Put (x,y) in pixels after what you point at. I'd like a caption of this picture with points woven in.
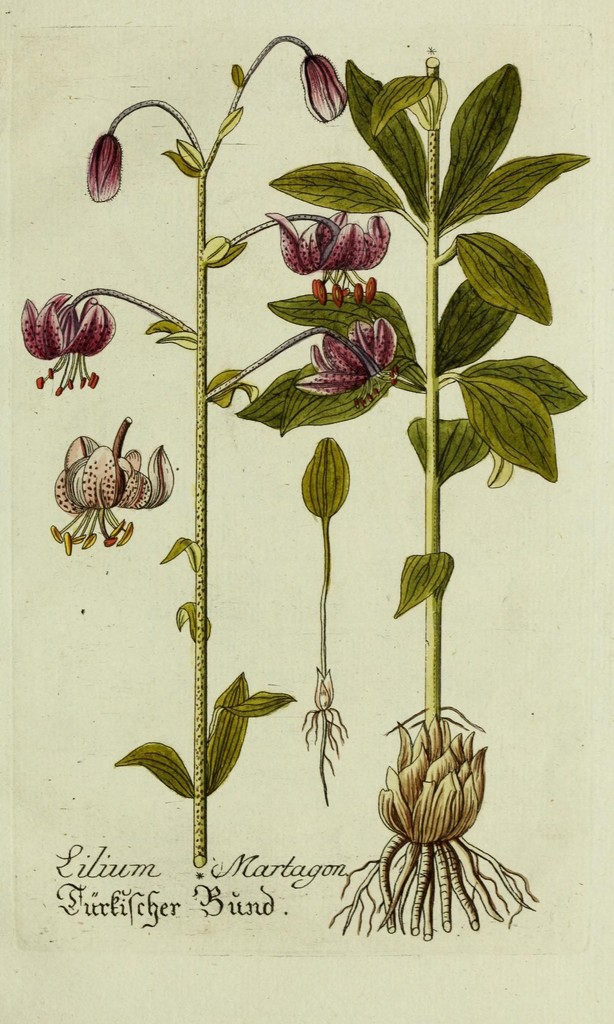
In the image there is an art of two flower plants (314,91) on a paper (226,874) with some text (207,888) below.
